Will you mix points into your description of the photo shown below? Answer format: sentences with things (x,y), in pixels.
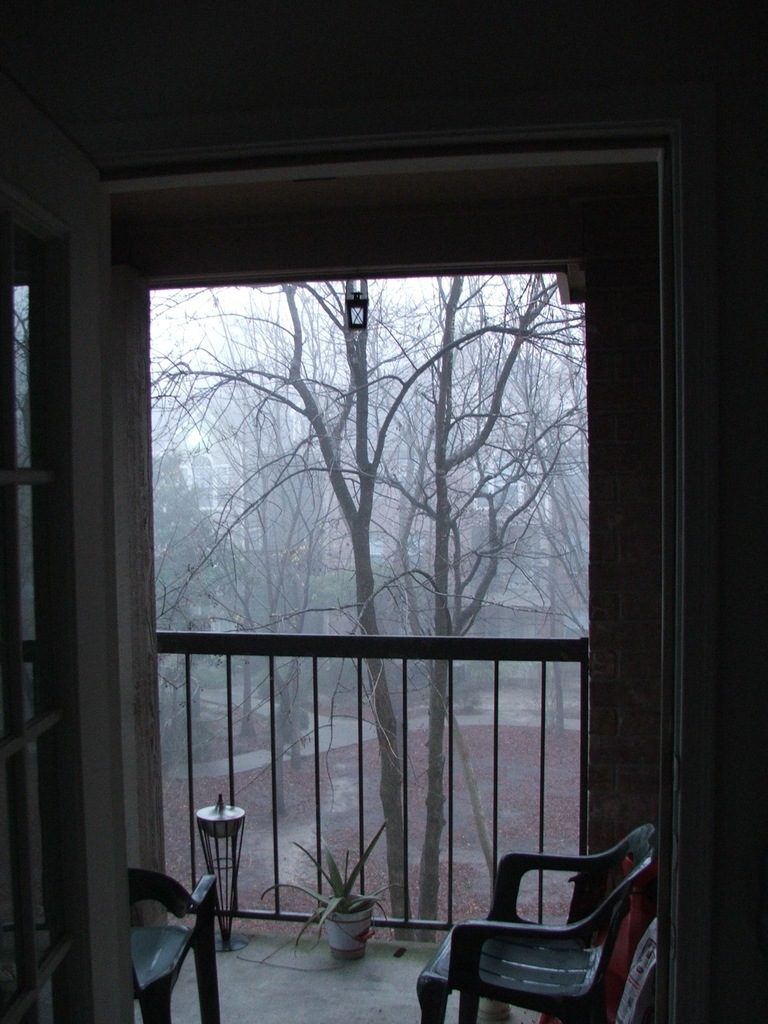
In this picture we can see two chairs (620,907), fence (404,732), flower pot (343,926) with plant (333,872), trees (367,419), wall (603,81).
